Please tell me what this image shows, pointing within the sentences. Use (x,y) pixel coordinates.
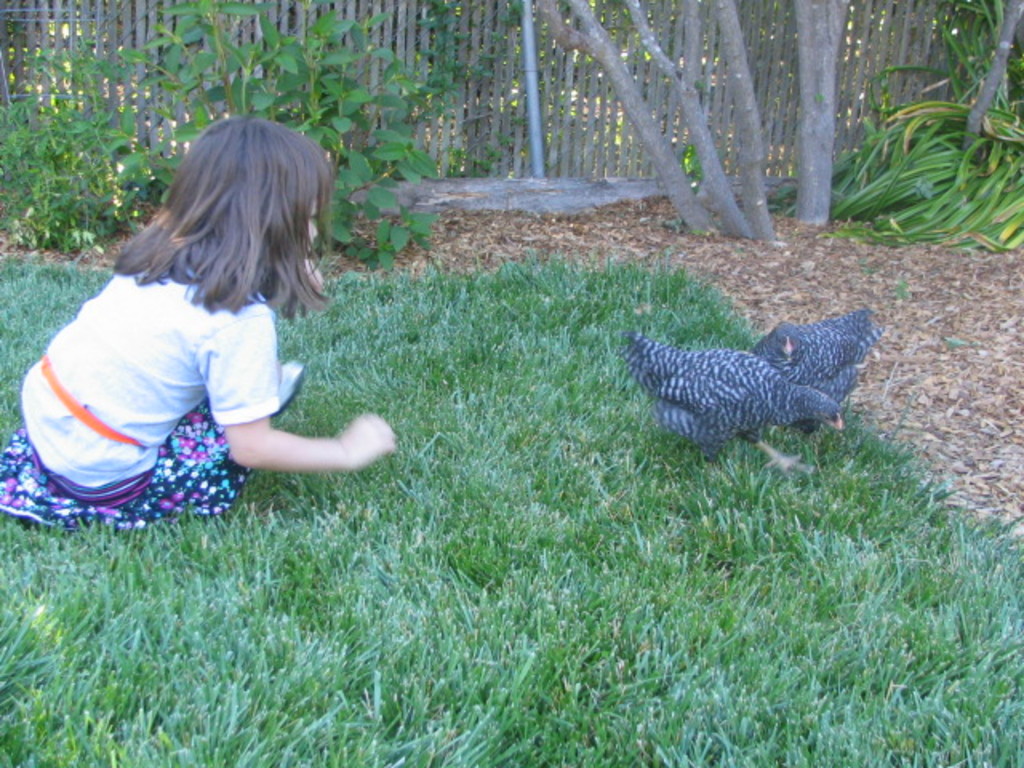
In this image we can see a kid (111,387) wearing white color dress (114,424) and multi color bottom (186,483) crouching on ground (281,582) which has some grass (731,464), there are some hens (767,392) which are black in color on right side (789,411) and in the background of the image (348,112) there are some plants (21,133), trees (805,188) and fencing (896,48).
